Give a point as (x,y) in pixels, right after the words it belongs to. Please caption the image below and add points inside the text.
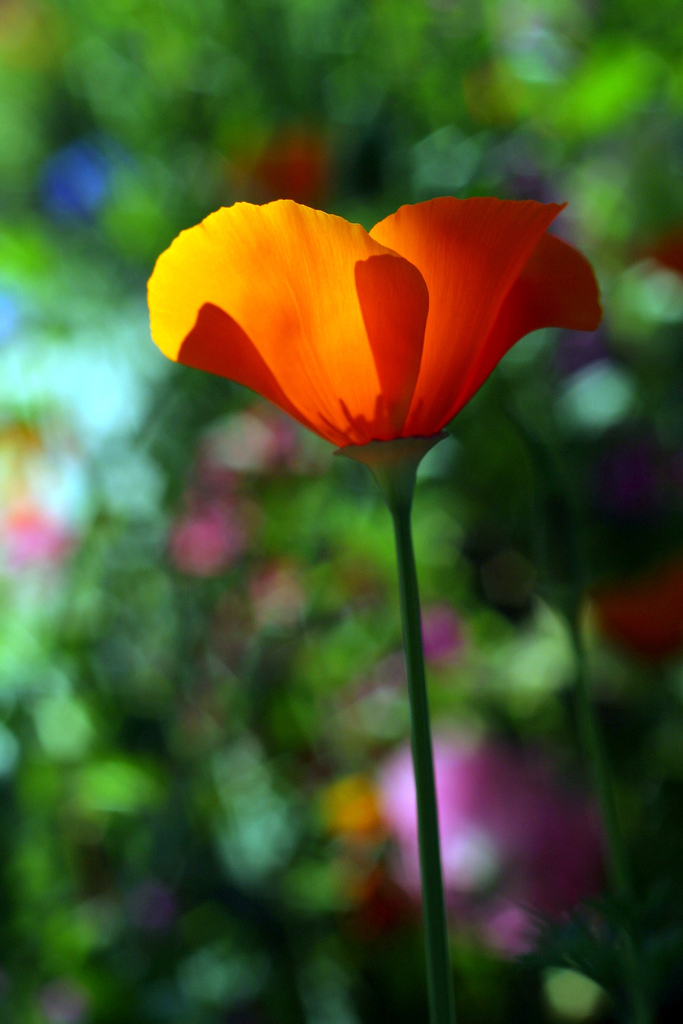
In this image I can see an orange color flower (327,395) to the plant (313,392). In the background (180,513) I can see the pink, blue, yellow and red color flowers (51,546) to the plants (173,656). But the background (268,684) is blurry.
